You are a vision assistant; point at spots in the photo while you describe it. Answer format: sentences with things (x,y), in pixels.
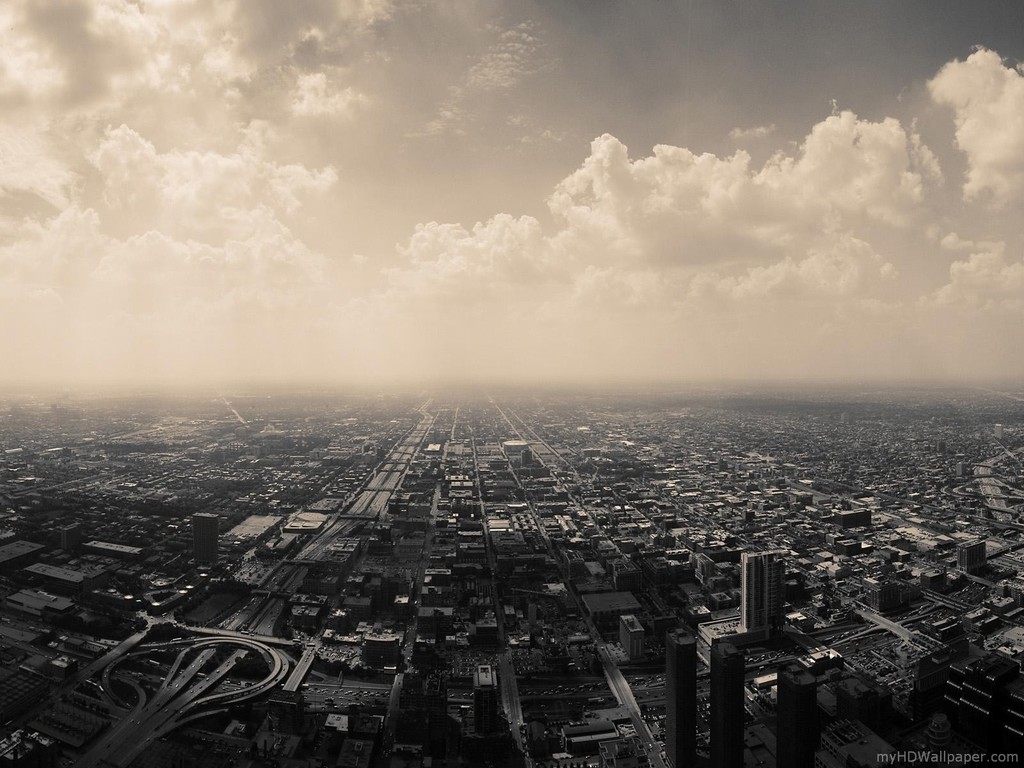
This is an aerial view. In this picture we can see the buildings (568,533), roads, vehicles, bridges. In the bottom right corner (978,759) we can see the text (978,759). At the top of the image (487,134) we can see the clouds (832,242) are present in the sky (530,245).
